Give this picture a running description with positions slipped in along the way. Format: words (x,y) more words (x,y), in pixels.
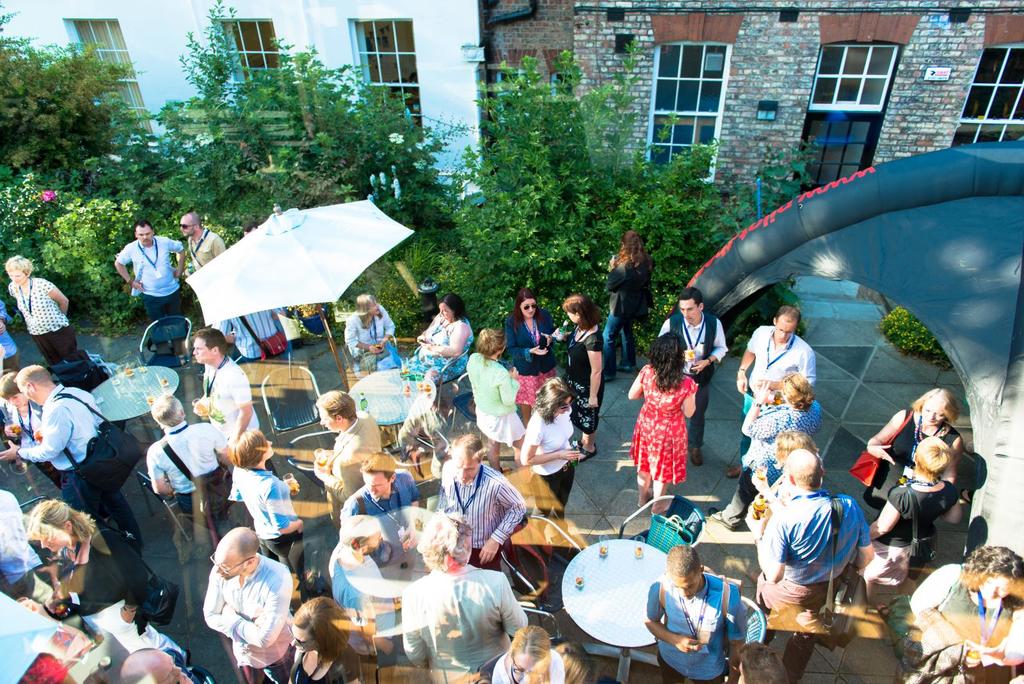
There are groups of people (360,501) standing and few people (455,350) sitting. These are the tables (574,601) and chairs (298,412). This is a kind of a patio umbrella (316,263), which is white in color. I can see the trees (496,137) and plants (461,246). These are the buildings (697,14) with the windows (706,66). This looks like an inflatable balloon (951,232), which is black in color.
